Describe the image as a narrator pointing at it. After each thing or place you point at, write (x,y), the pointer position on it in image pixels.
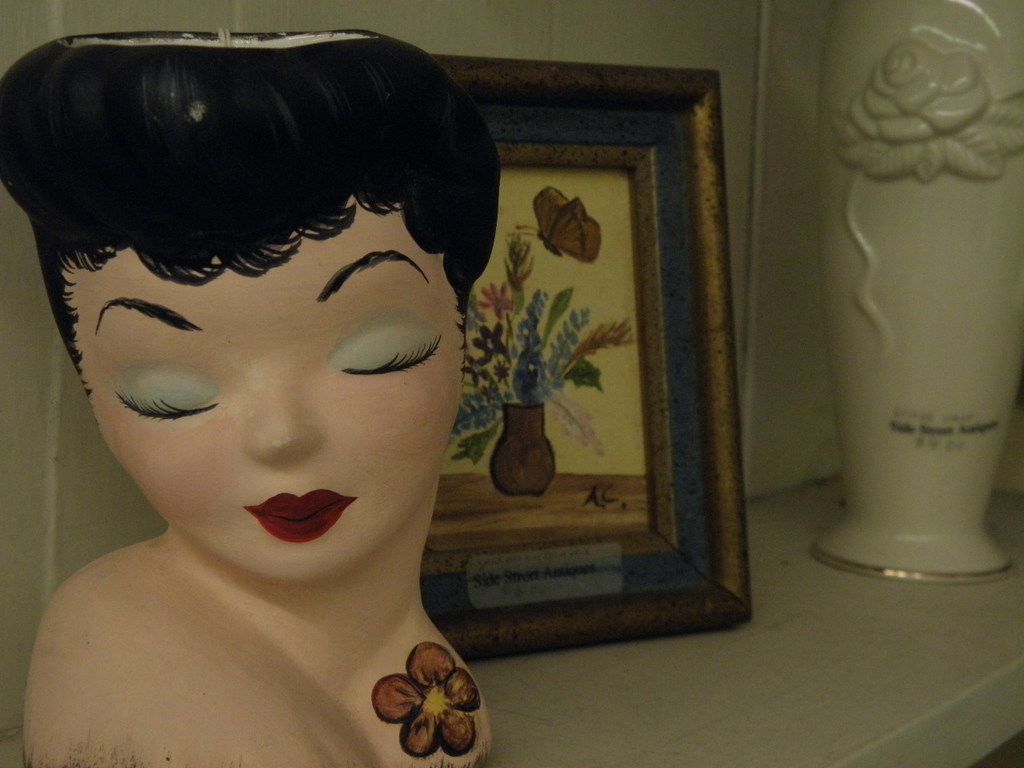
In center of the image (422,282) there is a depiction of a lady (67,746), There is a photo frame (497,243), There is a flower vase (844,554).
